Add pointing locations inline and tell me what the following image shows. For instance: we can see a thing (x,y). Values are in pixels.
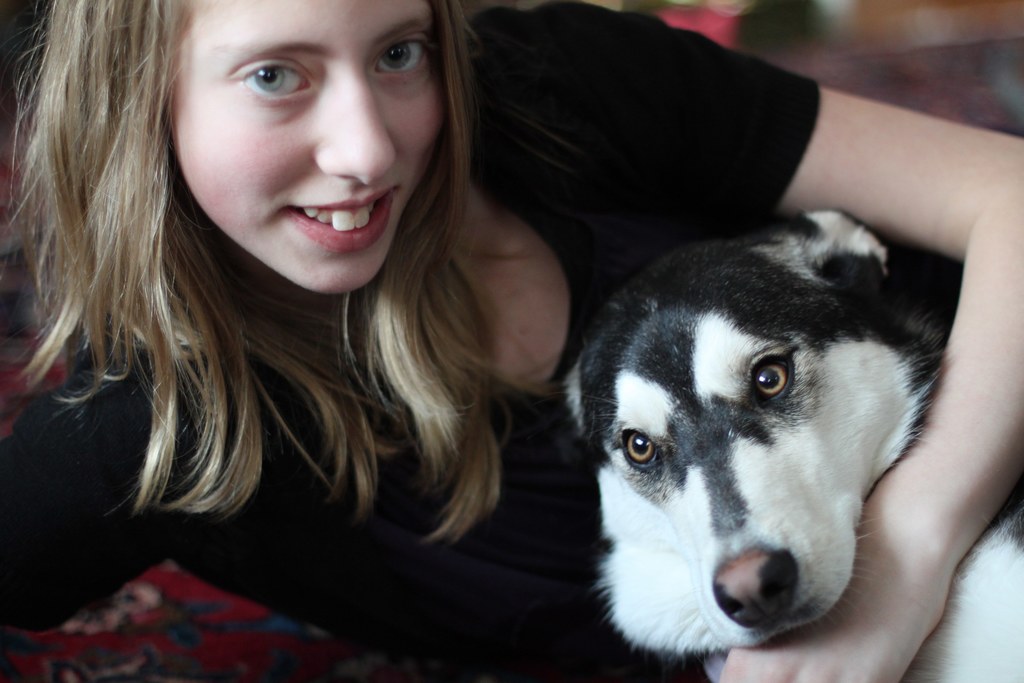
This woman (313,441) wore black t-shirt (554,111) and holding this white dog (794,384). This woman (617,274) holds a smile (339,215).
